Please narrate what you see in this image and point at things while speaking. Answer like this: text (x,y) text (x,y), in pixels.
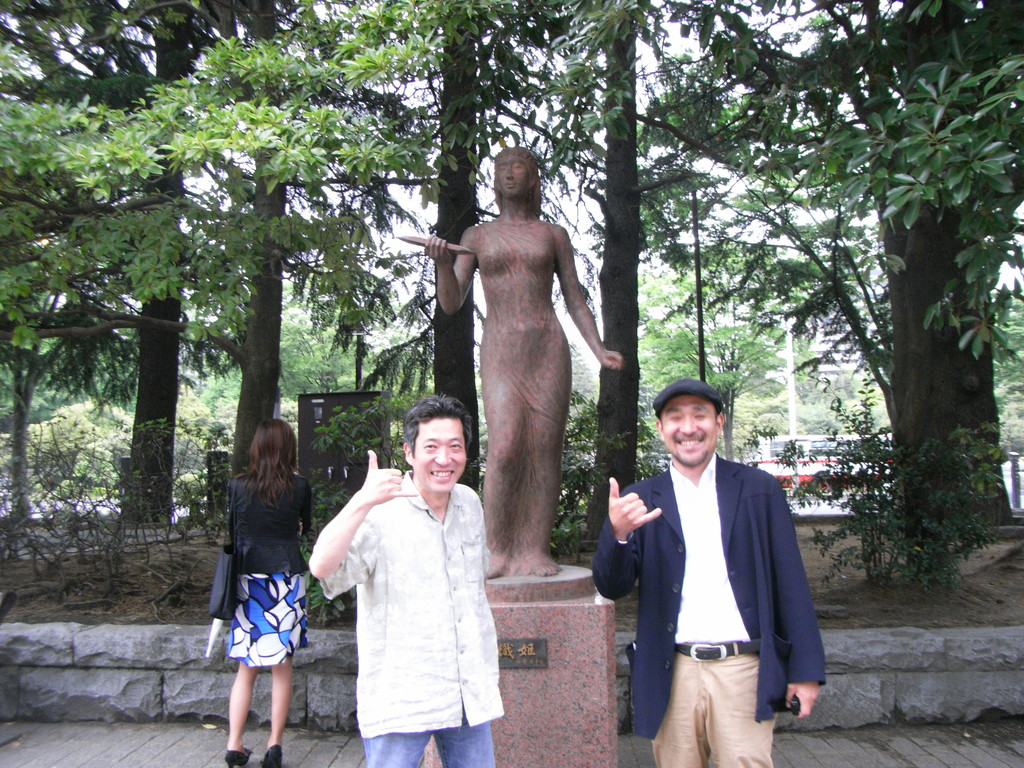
This picture shows couple of men (459,427) standing with a smile (679,441) on their faces (684,425) and a man (685,407) wore a cap (692,392) on his head (698,437) and he wore a coat (650,588) and we see a woman (291,455) standing on the side. She wore a handbag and we see a statue (523,490) and few trees (625,43) and vehicle (774,469) moving on the road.
